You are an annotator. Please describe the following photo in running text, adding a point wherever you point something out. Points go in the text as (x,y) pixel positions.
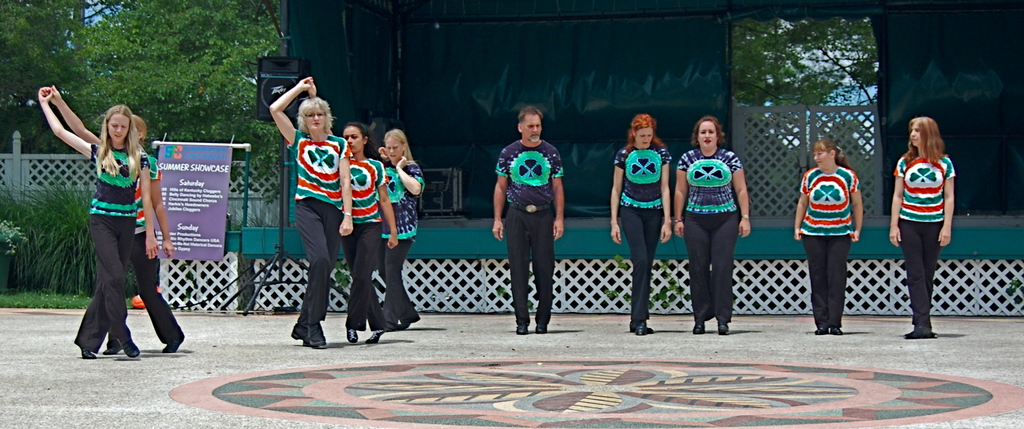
In this image, we can see persons (366,178) in front of the stage (571,93). There is a speaker (286,78) and banner (227,192) on the left side of the image (267,101). There are some trees (169,63) and plants (61,246) on the left side of the image (70,223).
